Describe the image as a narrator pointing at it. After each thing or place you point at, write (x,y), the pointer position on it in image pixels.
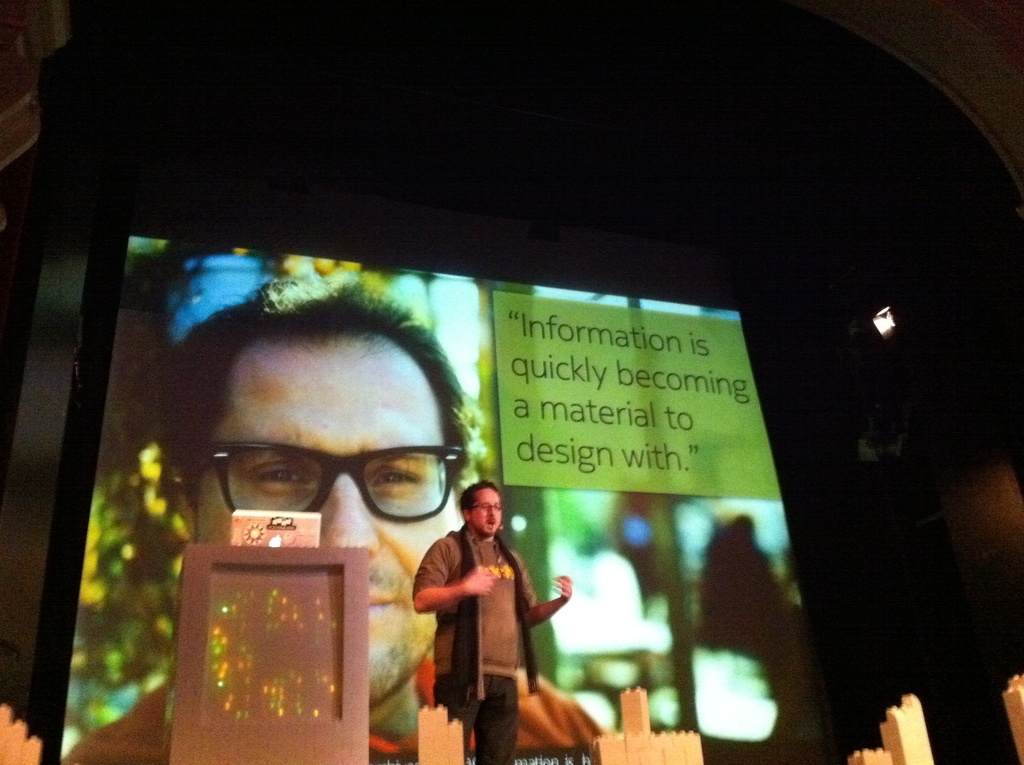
In the image we can see a man (479,618) standing, wearing clothes (443,572), spectacles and it looks like he is talking. Here we can see the podium (279,629), projected screen (413,409) and the background (452,112) is dark.
